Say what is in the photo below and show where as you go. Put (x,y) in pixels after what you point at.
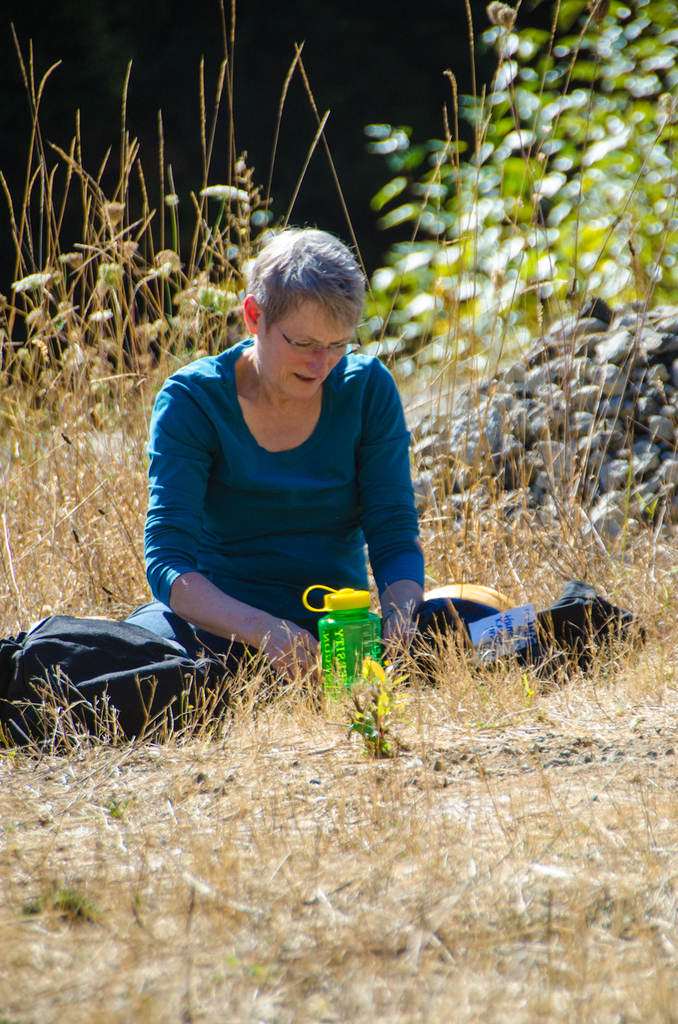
In this picture we can see a woman (323,506) sitting on the grass (334,747) and looking at something, there is a bottle (349,632) in front of her, on the left side of the picture (99,680) we can see a bag (63,662), in the background (492,151) there is a tree (483,151).
